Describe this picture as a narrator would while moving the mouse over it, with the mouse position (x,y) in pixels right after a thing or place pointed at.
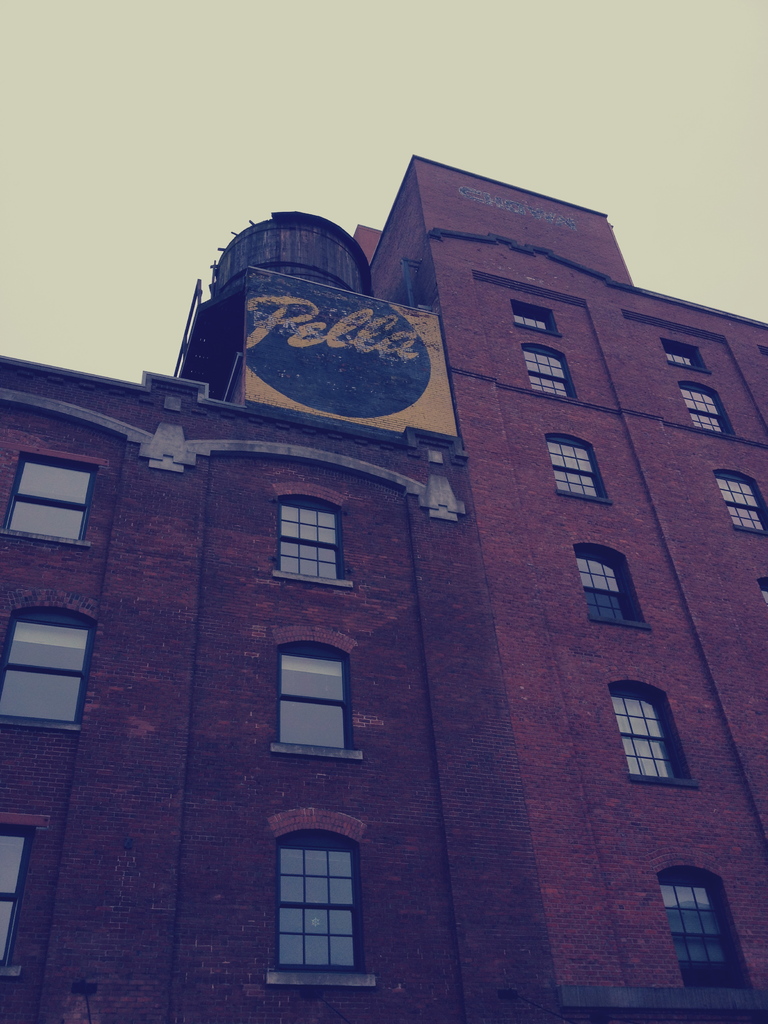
In this picture I can observe brown color building (498,532). There are some windows (36,657). In the background (162,163) there is a sky (256,145).
